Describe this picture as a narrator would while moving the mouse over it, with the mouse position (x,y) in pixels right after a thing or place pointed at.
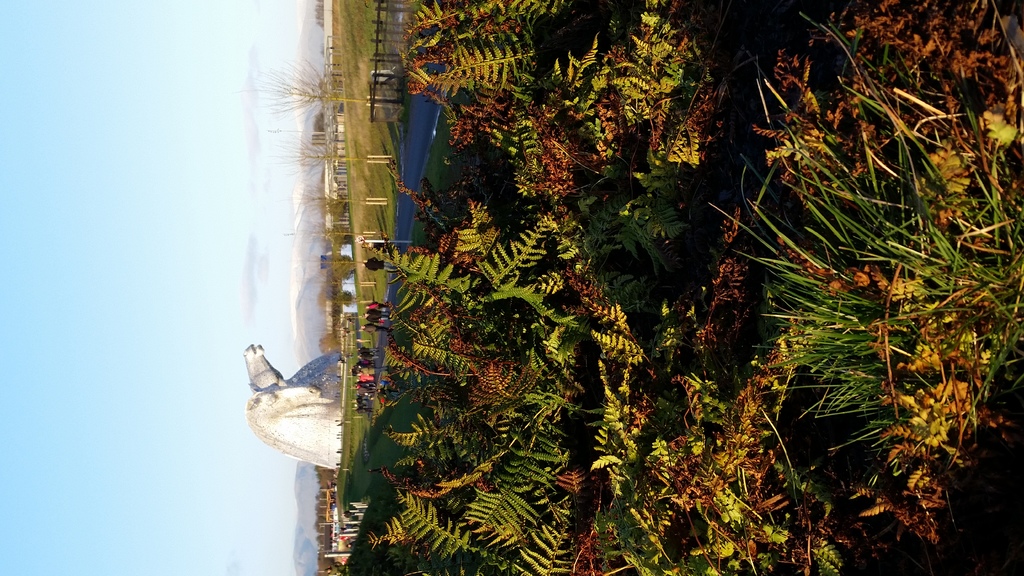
In this image I can see few plants (688,266) which are green and brown in color. In the background (360,405) I can see few poles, few persons (371,323), few trees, a huge statue (290,388) of an animal (340,385), few mountains (314,348) and the sky (211,223).
